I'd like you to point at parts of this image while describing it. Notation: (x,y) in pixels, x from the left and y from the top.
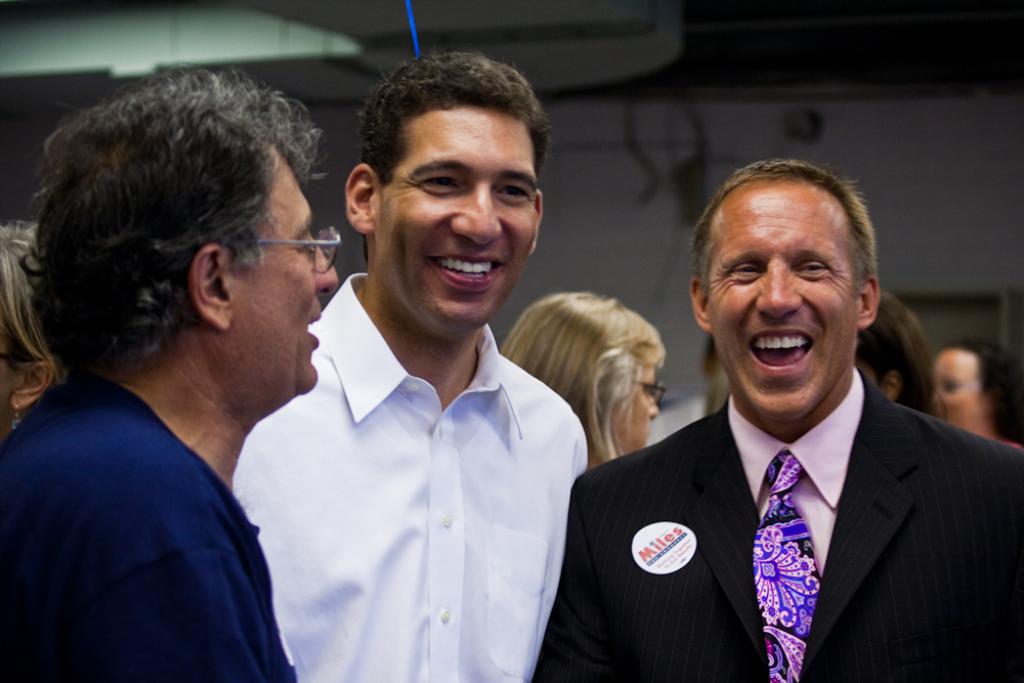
As we can see in the image there are few people (792,312) here and there and in the background (1008,343) there is a wall (959,126). The man (199,239) standing on the left side (208,352) is wearing blue color shirt (153,437). The man (422,603) in the middle (449,440) is wearing white color shirt (446,478). The man (839,506) on the right side (858,482) is wearing black color jacket (863,598).
